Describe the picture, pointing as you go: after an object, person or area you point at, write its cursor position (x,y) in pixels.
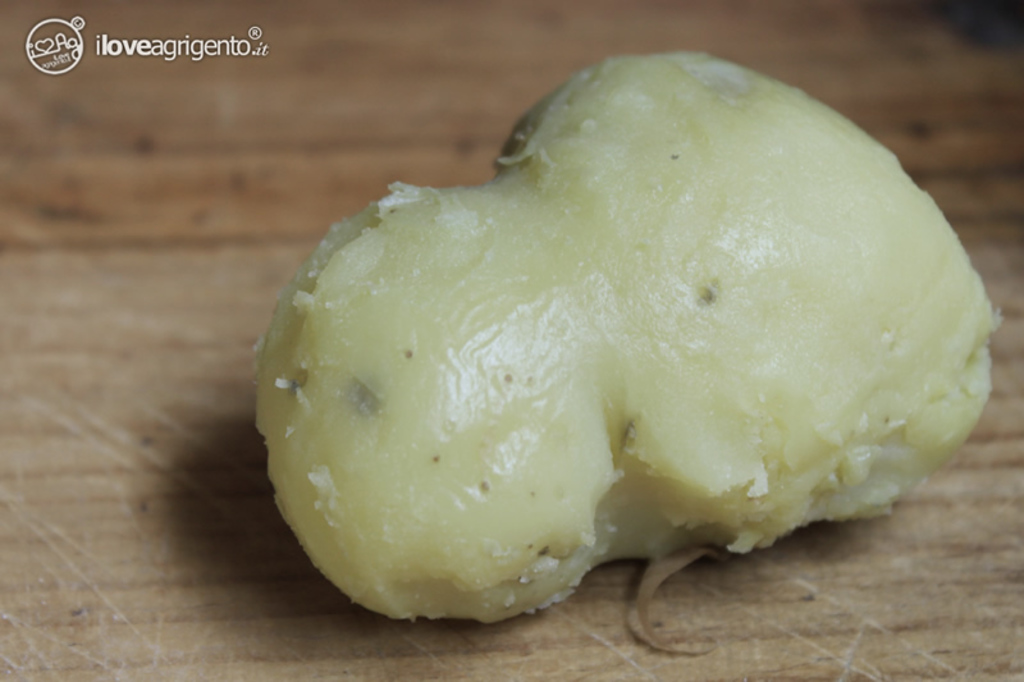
In this image I can see a vegetable (626,314) in cream color. It is on the brown color surface (129,491).
